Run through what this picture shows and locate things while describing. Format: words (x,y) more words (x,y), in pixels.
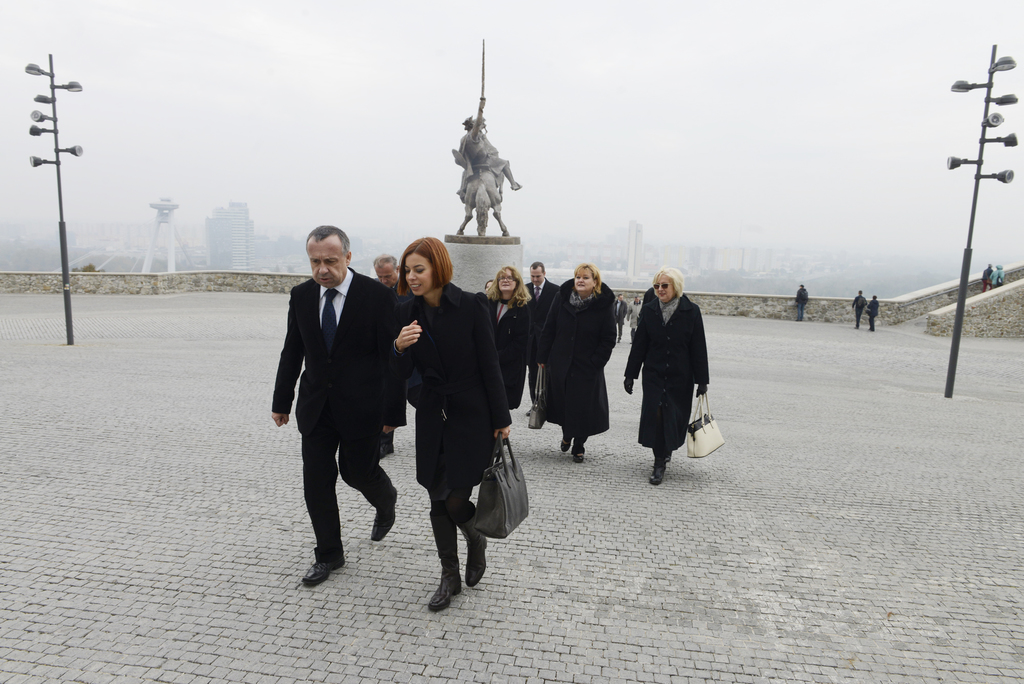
In this image people (431,355) are walking on a path (250,311), in the middle of the path (281,304) there is a statue (480,198) on either side of the path (970,354) there are poles (61,151), in the background (440,102) there is fog (762,165).
